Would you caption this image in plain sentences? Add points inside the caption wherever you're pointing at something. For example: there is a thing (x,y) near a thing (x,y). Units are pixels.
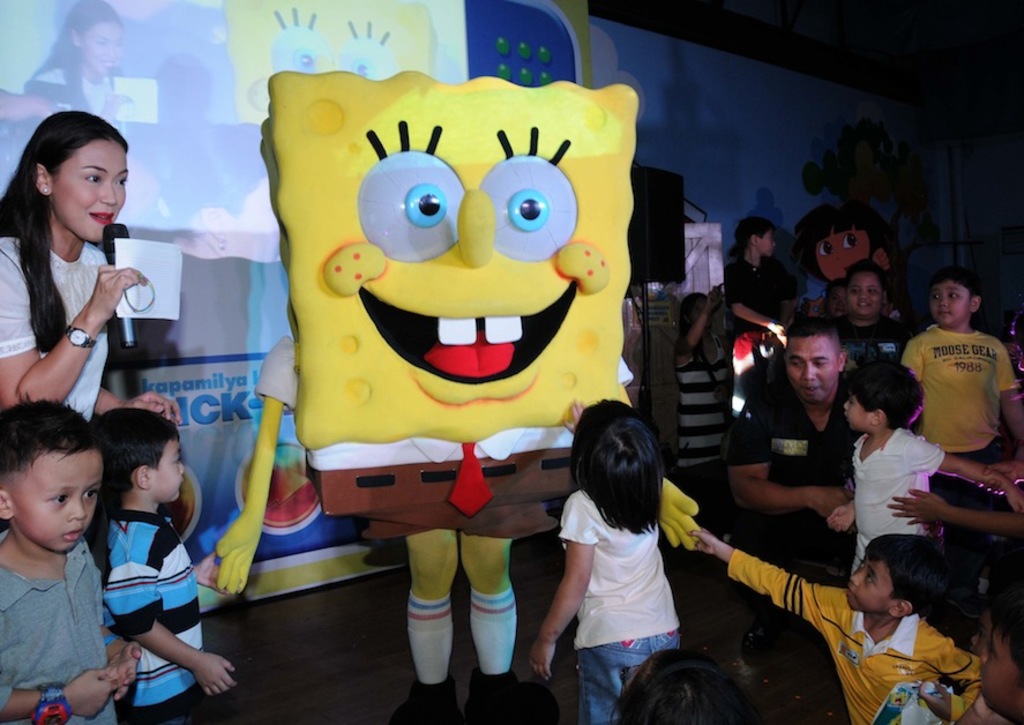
In this picture there is a mascot (489,304) in the center of the image (350,372) and there are children (871,401), man (754,409) and a woman (86,366) around it, there is a banner (209,471) and a speaker (664,257) in the background area of the image (651,195).
